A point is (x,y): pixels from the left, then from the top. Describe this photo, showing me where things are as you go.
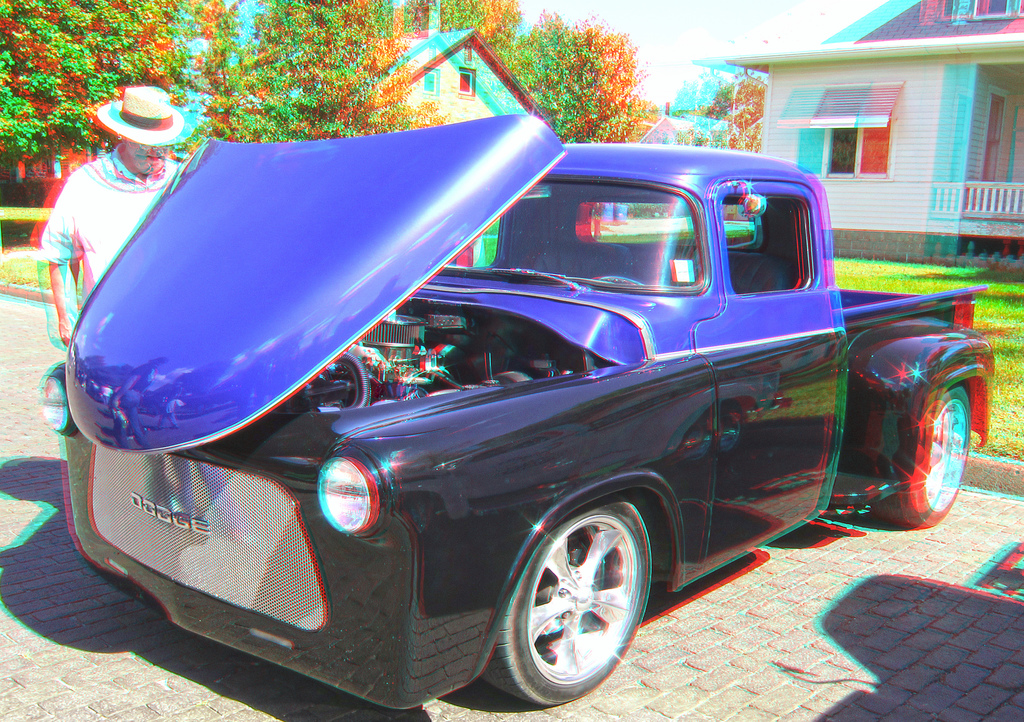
In this image in the front (476,396) there is a car (536,354) and there is a person (105,207) standing. In the background (365,47) there are trees (548,57), houses (916,110) and there's grass (922,285) on the ground (922,285).
